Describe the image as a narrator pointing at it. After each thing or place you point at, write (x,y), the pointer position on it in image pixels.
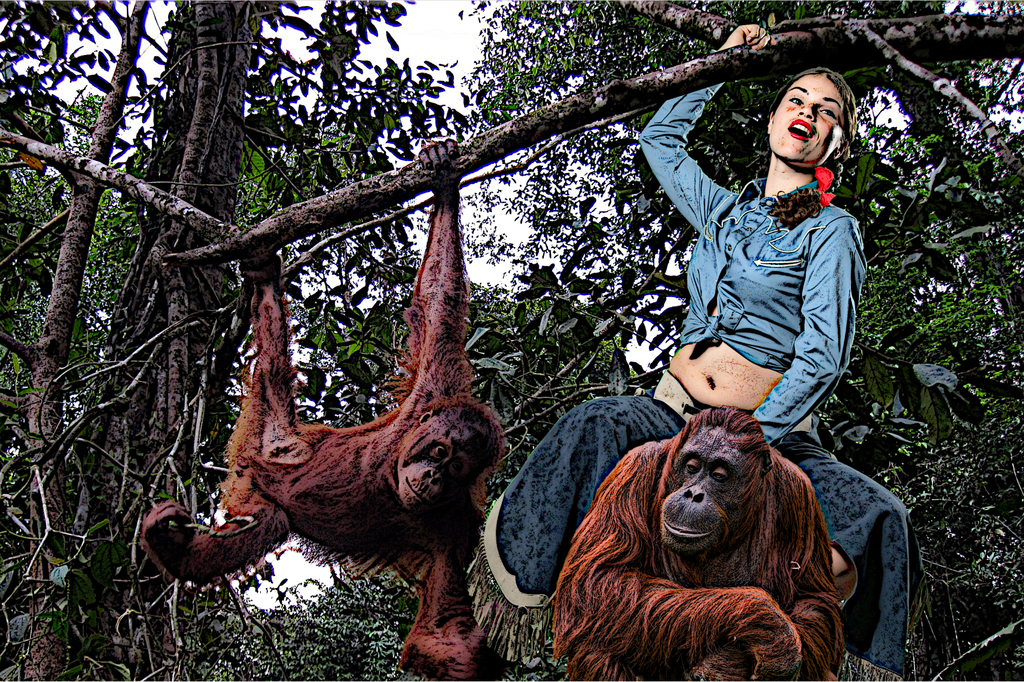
This is an edited image in this image there is one woman (772,441) and two monkeys (733,550), and in the background (71,222) there are some trees (582,283) and sky (582,298) and the woman (694,104) is holding a stick (993,43).
